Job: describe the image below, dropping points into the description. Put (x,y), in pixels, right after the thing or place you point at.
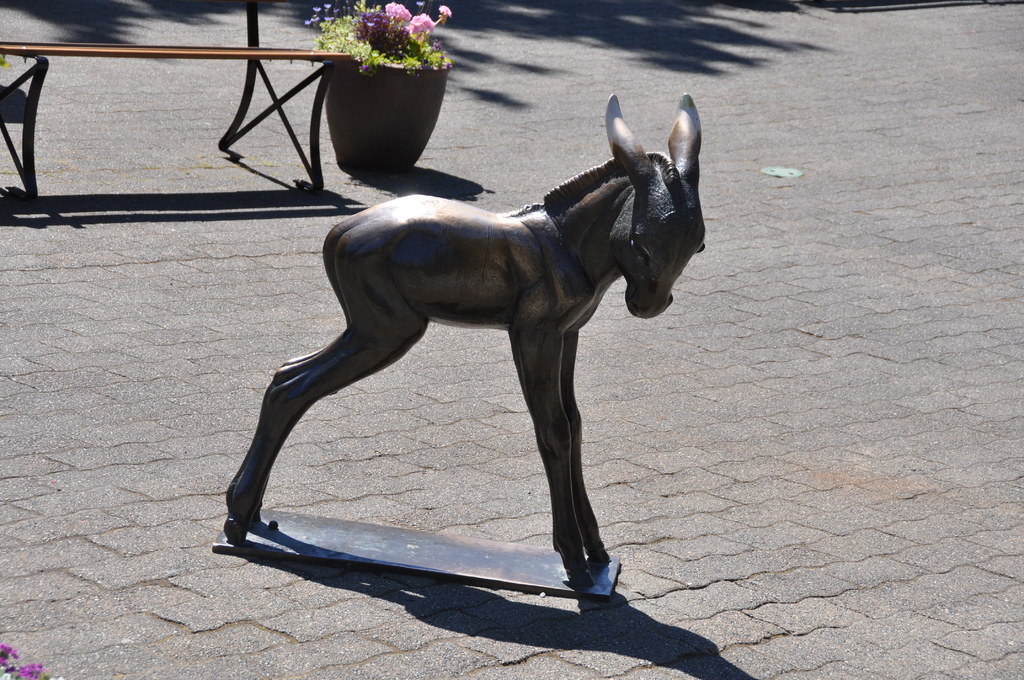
In this picture, we can see a statue of an animal (522,296) on an object (321,541), we can see bench (188,51), plants (390,56), flower (420,34) in a pot (395,103), and we can see some shadows (568,42) on the ground (583,68).
